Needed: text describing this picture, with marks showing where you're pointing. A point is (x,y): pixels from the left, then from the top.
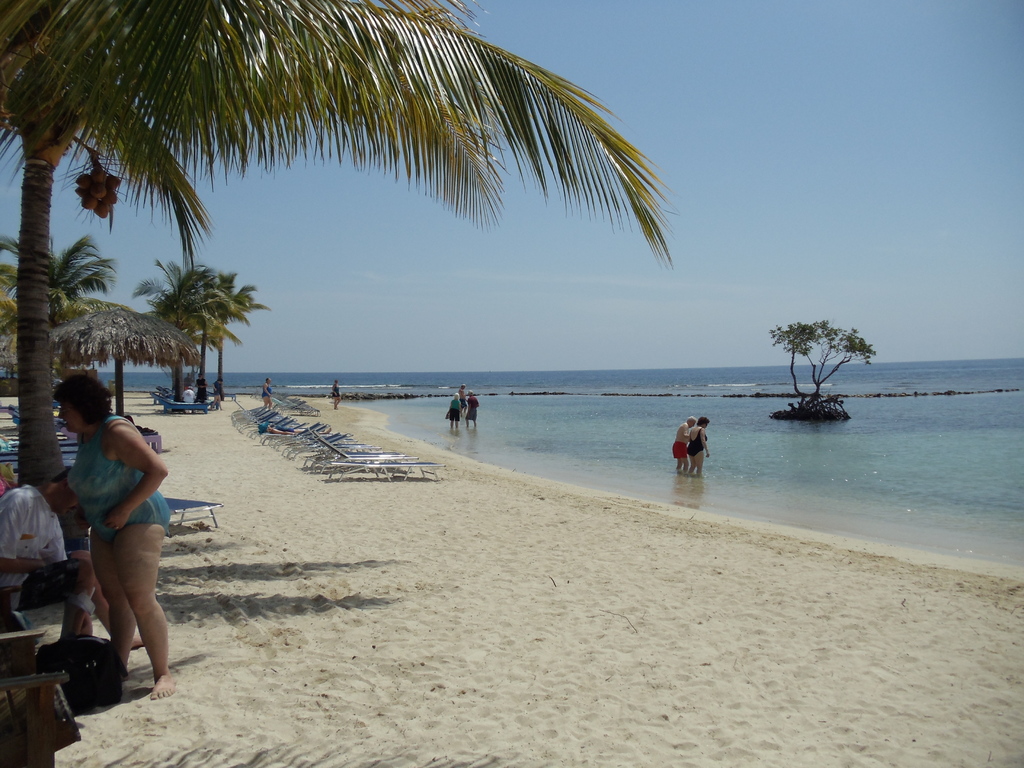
The picture is clicked near a beach (171,618). On the left (103,335) there are palm trees (44,353), thatched hut (139,337), beach chairs (315,445), sand (275,490) and people (110,491). On the right (895,468) there is water (857,439). In the center of the picture (671,454) there is a tree (820,390) and there are people (473,418) in the water (444,409). In the background (284,377) there is water (389,408). Sky (583,279) is clear and it is sunny.
